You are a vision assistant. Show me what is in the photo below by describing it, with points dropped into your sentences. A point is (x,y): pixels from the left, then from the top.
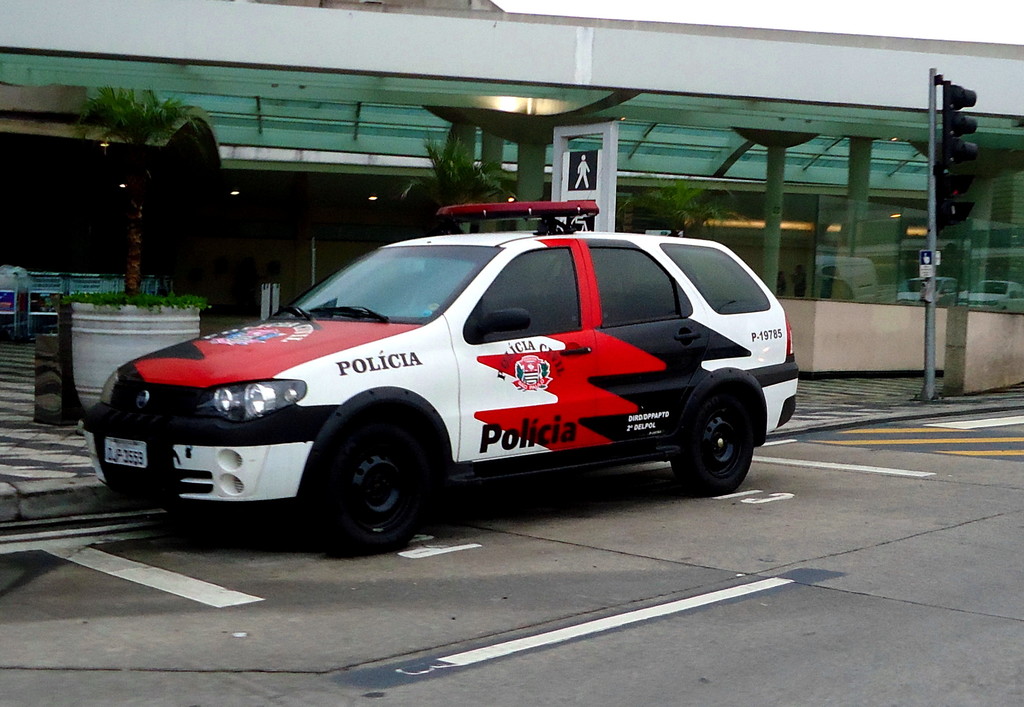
In this picture we can observe a car (425,411) on the road (394,594). This car (425,462) is in red, white and black in color. We can observe traffic signals (945,155) fixed to the pole (927,379) on the right side (954,124). In the background (430,166) there are some trees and a building (344,152).
